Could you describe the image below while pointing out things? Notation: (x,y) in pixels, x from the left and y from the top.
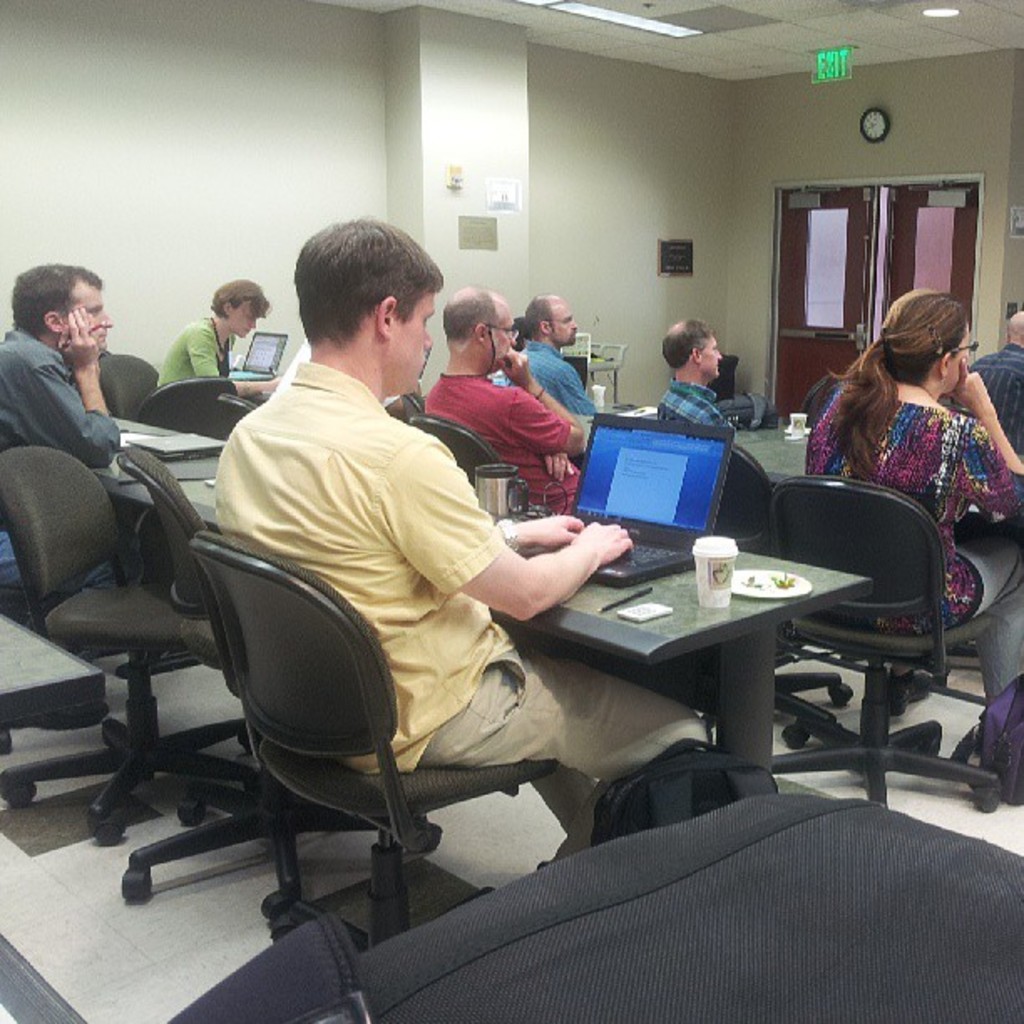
Many persons (494,349) are over here. It is looking like a room (289,173). There are chairs (308,598) and tables (695,623). On the table (661,623) there is a laptop (647,528), glass (713,578), plate (753,586) and pen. On the wall (694,175) there is a clock (882,129). There is a sign board (843,62). There is a door (866,269).
